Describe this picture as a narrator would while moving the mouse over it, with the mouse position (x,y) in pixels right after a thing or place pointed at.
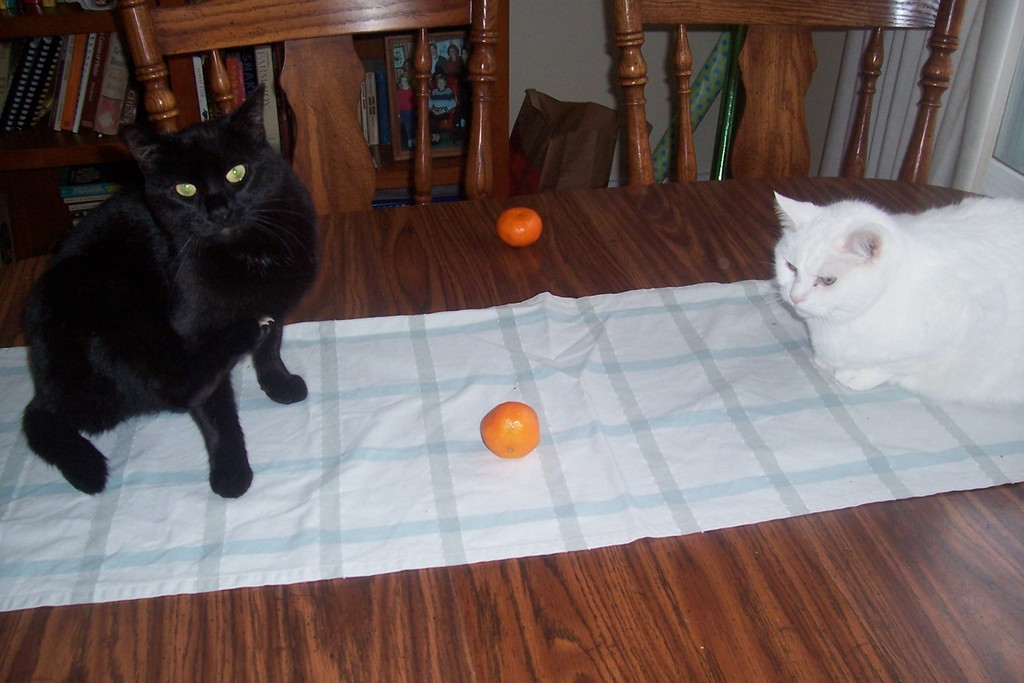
In this image there is a table (992,626), on that table (817,606) there is a black cat (130,316) and white cat (863,358), in the middle (506,238) there are two fruits (511,406) in the background (387,196) there are two chairs (227,4) and a shelf (33,0) in that shelf (197,88) there are books (105,111) and photo frame (442,83).
